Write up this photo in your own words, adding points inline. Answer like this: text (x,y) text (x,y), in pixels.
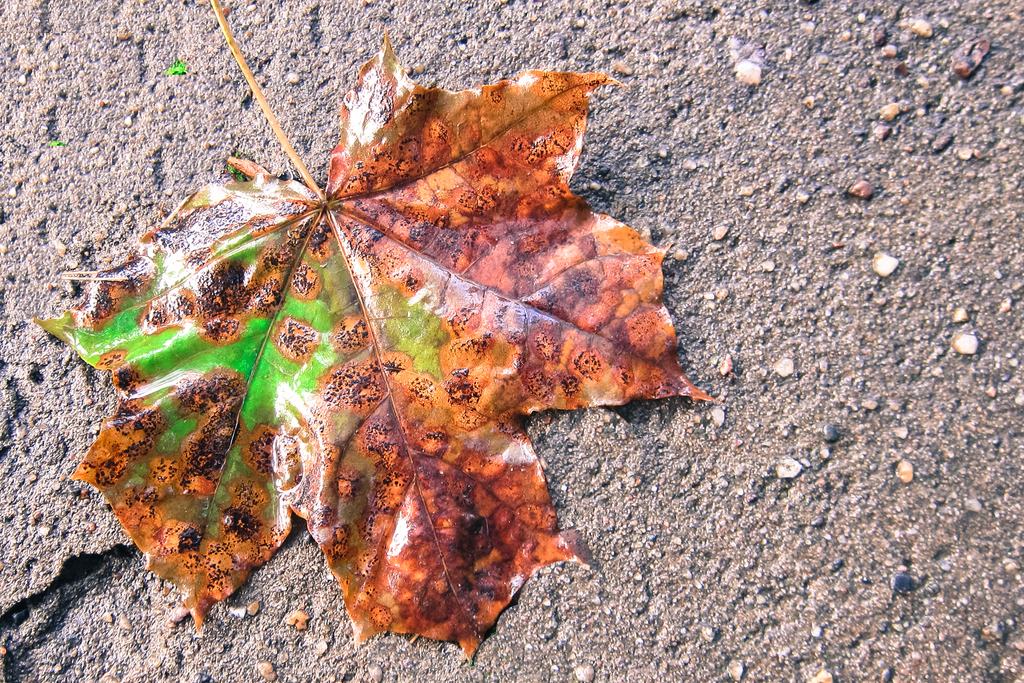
In this image, we can see a brown color dried leaf (398,434) on the ground (870,320).
